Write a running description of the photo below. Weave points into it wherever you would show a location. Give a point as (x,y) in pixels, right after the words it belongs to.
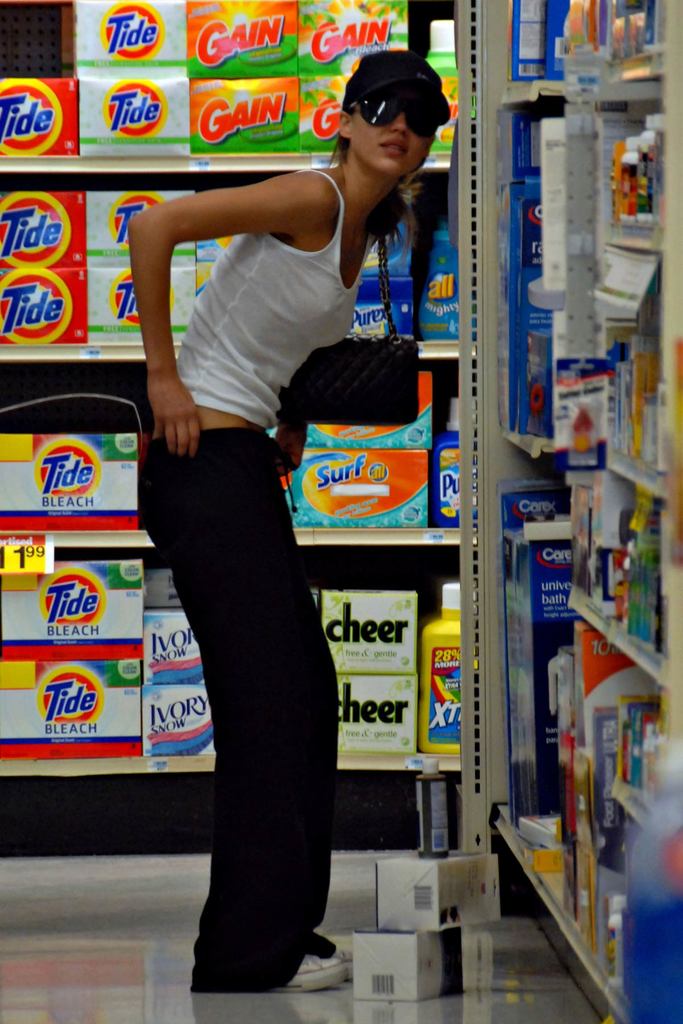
This image is taken indoors. At the bottom of the image (110,920) there is a floor (101,961). In the middle of the image (249,568) a girl (315,181) is standing on the floor (31,959). In the background (107,350) there is a rack (77,761) with many boxes (117,659) and a few bottles (455,403). On the right side of the image (503,303) there is another rack (587,945) with many things (578,718).
